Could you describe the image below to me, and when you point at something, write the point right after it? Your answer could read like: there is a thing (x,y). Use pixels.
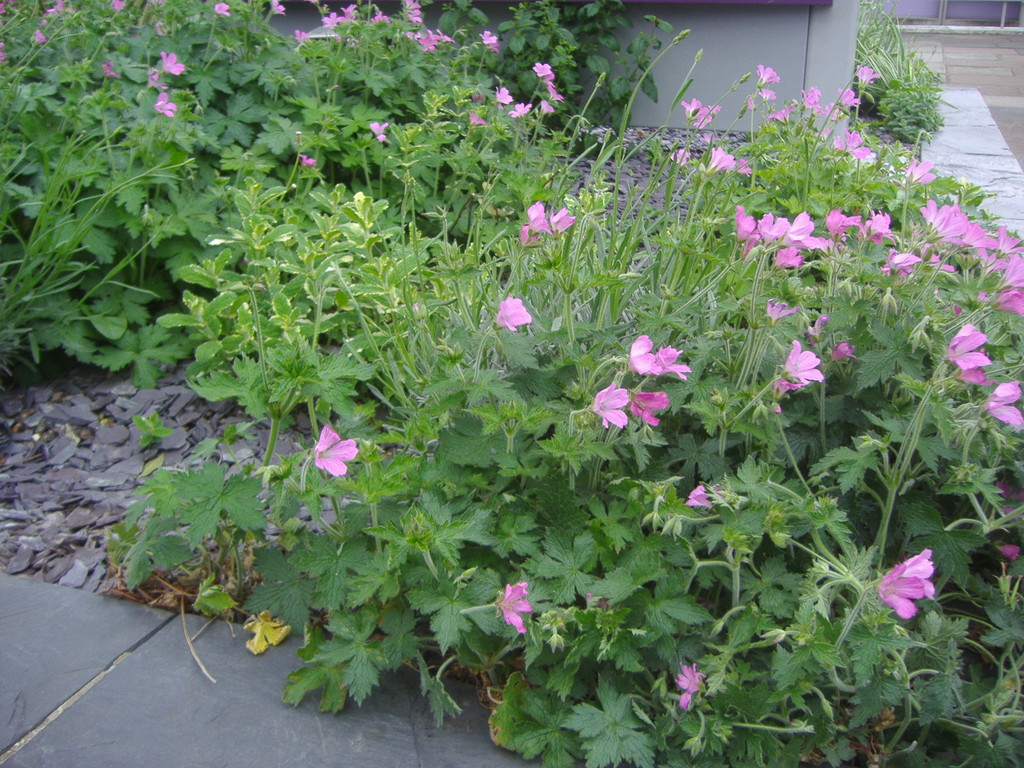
In this image we can see pink color flower plants (681,575) on the land (93,577). At the top of the image (745,69), we can see pavement (952,51) and an object (756,83).
